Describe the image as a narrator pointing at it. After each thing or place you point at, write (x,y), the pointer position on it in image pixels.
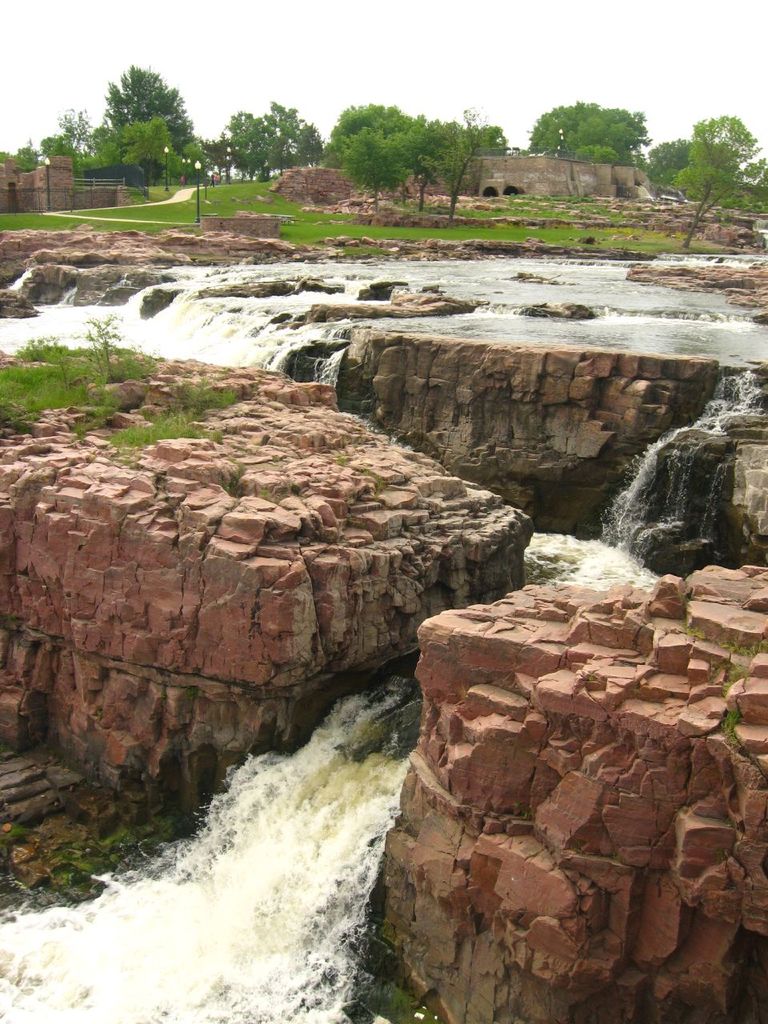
In this image we can see flowing water (459,282), grass (237,203), trees (80,157) and plants (39,401).
